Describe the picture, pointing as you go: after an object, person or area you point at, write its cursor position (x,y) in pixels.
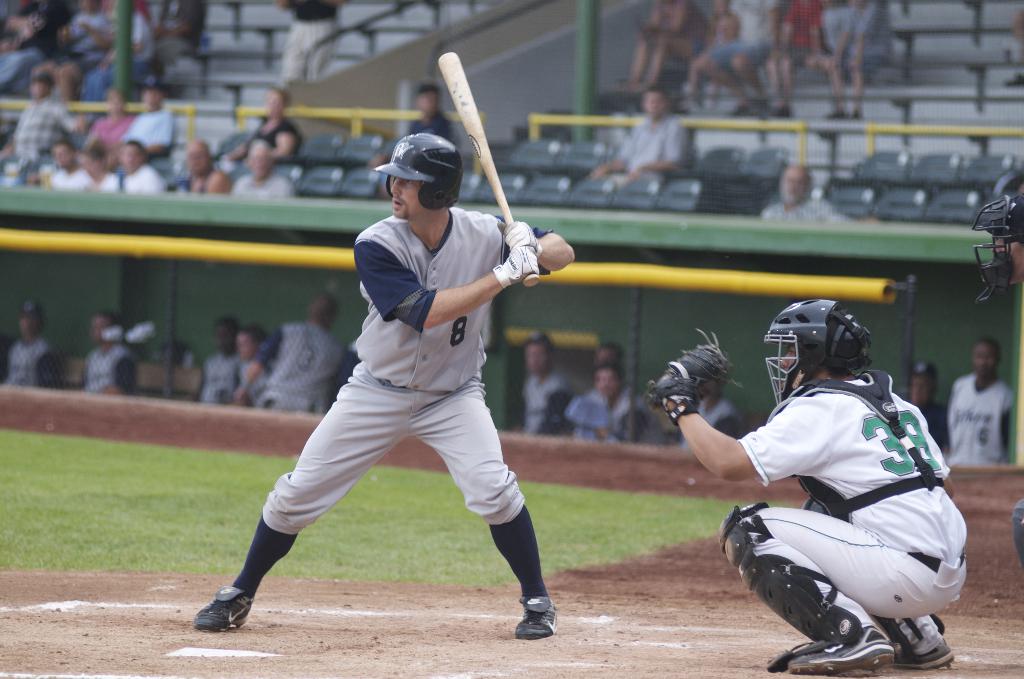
In the center of the image (445,331) we can see a man (451,337) standing and holding a bat (469,96). On the right (852,482) we can see a catcher (890,510) and there is a person (1019,237). In the background (780,205) we can see crowd (26,111) sitting. There are bleachers (955,76).
